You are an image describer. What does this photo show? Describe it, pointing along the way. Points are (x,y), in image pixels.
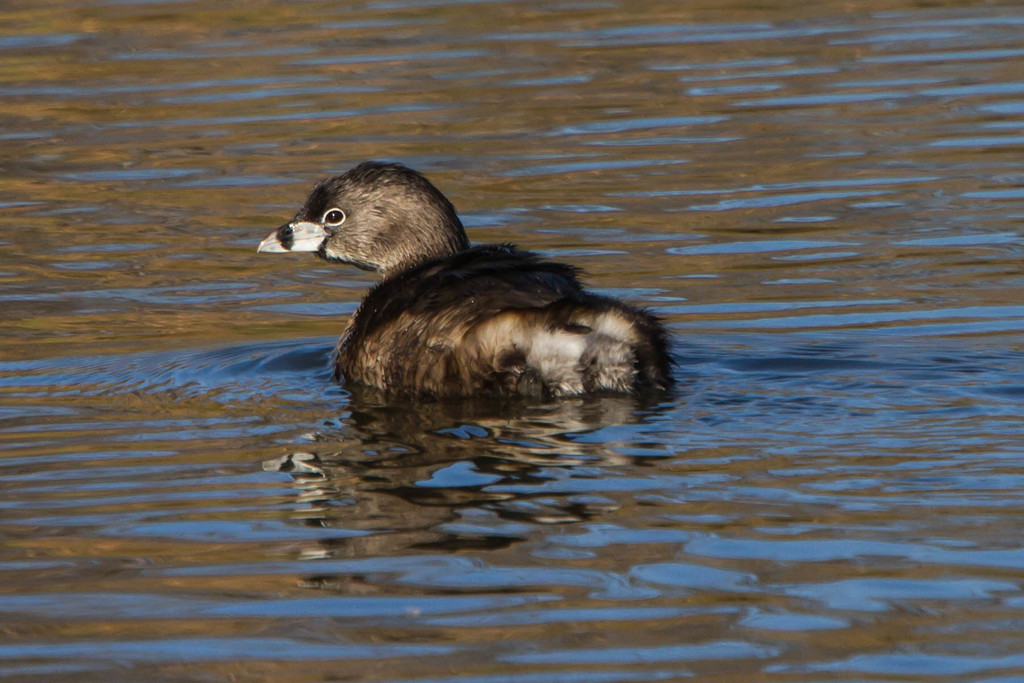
In this image we can see a bird (379,319) in the water (217,204).
